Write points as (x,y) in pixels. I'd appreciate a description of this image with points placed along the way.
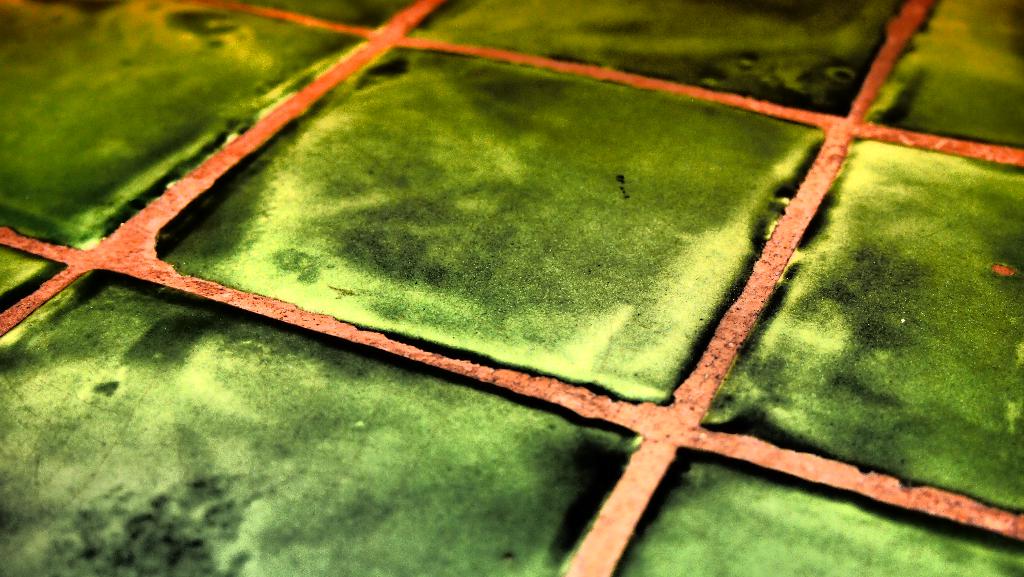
In this picture I can see there is a green color floor (469,265) and it has tiles (232,526).
